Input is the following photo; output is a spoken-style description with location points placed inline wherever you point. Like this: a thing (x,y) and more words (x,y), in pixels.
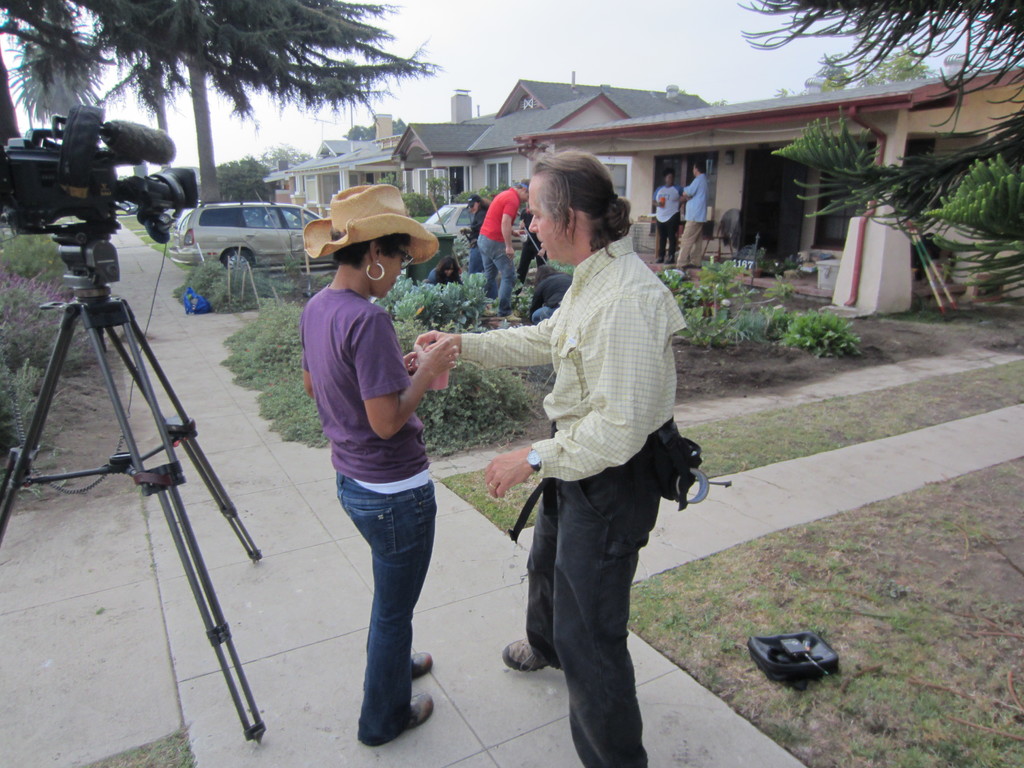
In this image there are people (415,366). On the left (160,240) we can see a camera (93,211) placed on the stand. There is a car (273,249). In the background (286,397) there are trees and plants (463,381). At the top (506,76) there is sky (511,76) and we can see a building (754,222).
